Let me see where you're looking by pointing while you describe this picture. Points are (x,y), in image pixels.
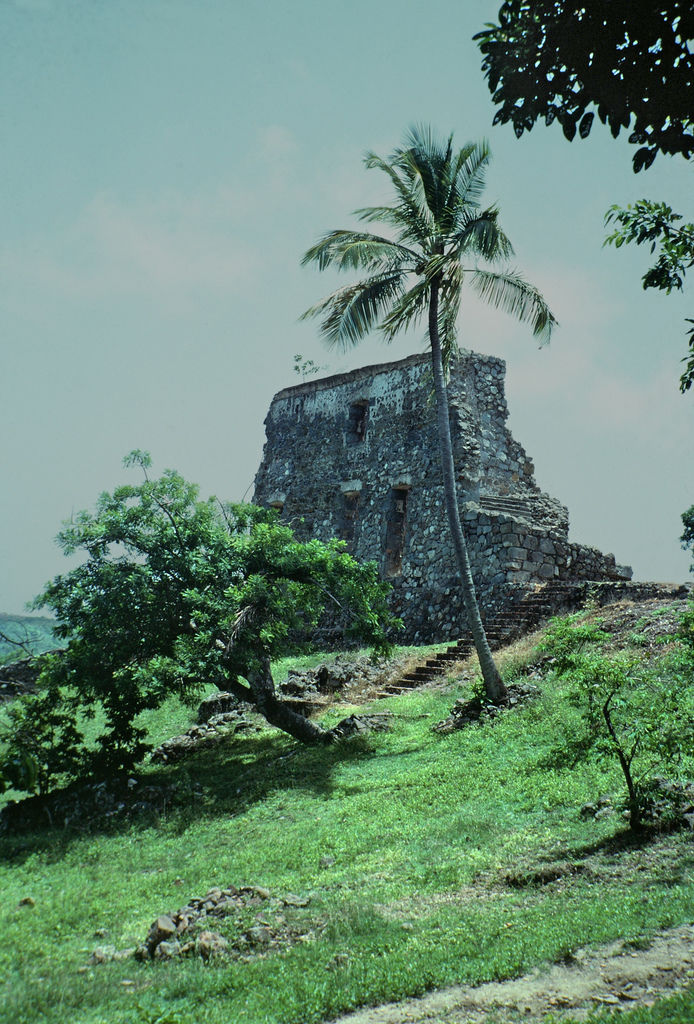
This is grass (296,893) and there are trees (305,624). Here we can see a wall (329,499). In the background (282,86) there is sky (173,235).
